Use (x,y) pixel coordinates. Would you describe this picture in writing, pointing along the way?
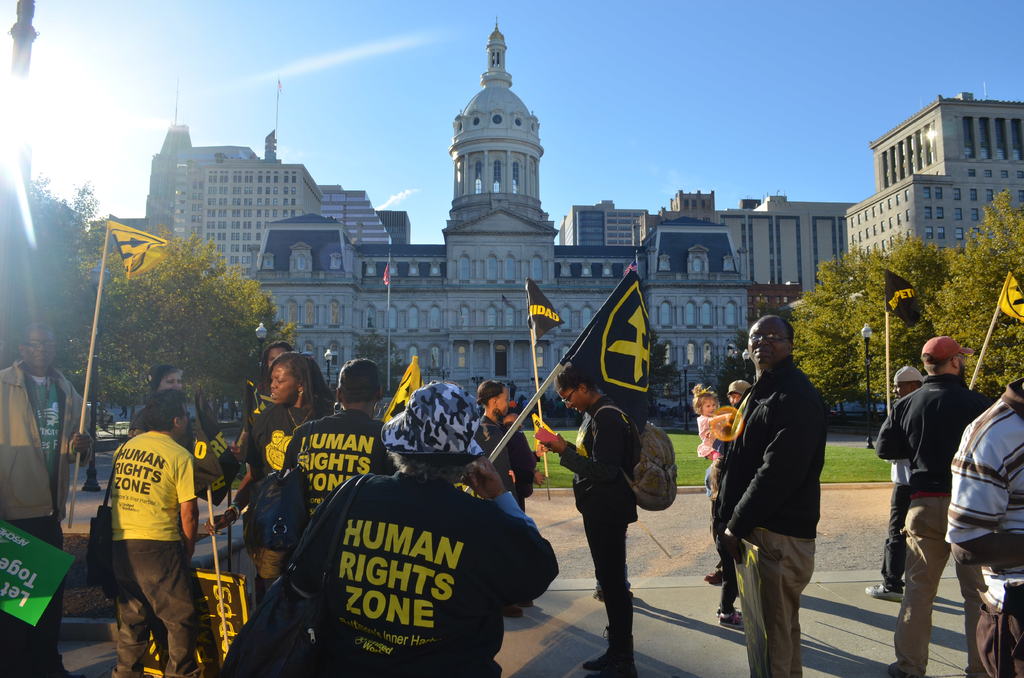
In this picture I can observe some people (931,555) standing on the land (651,593). Some of them are holding black and yellow color flags (606,387) in their hands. There are men (897,457) and women (172,465) in this picture. I can observe trees (176,289) on either sides of the picture. In the background (501,250) there are buildings (487,250) and a sky (317,92).
